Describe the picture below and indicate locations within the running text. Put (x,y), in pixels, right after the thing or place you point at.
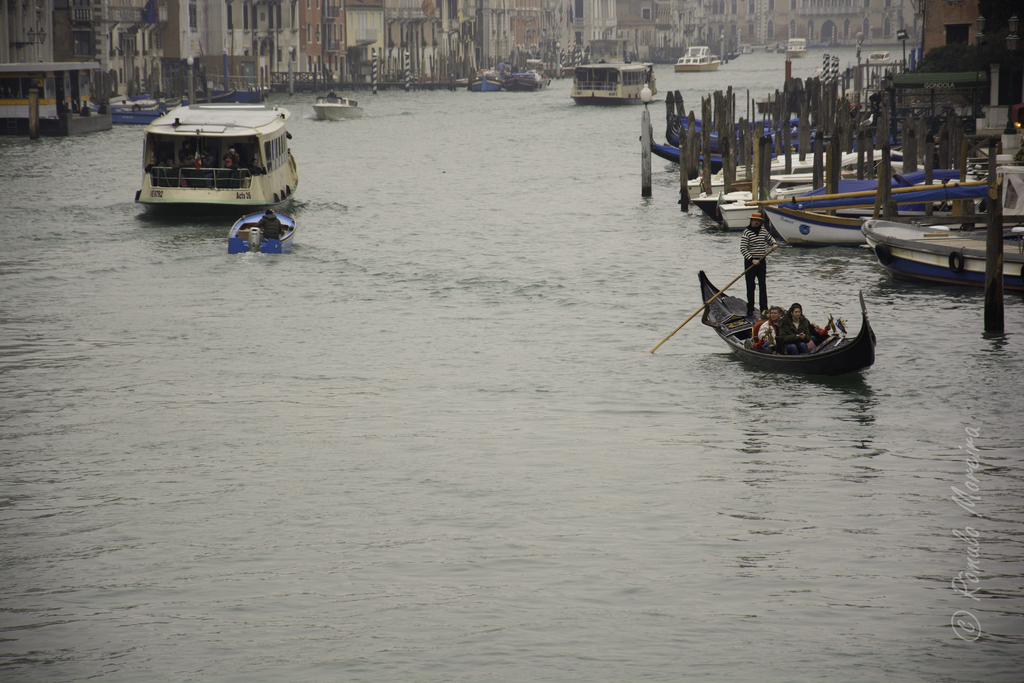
In this image there are boats (228,118) sailing on a river (886,309), in the background (484,37) there are buildings (216,22).
